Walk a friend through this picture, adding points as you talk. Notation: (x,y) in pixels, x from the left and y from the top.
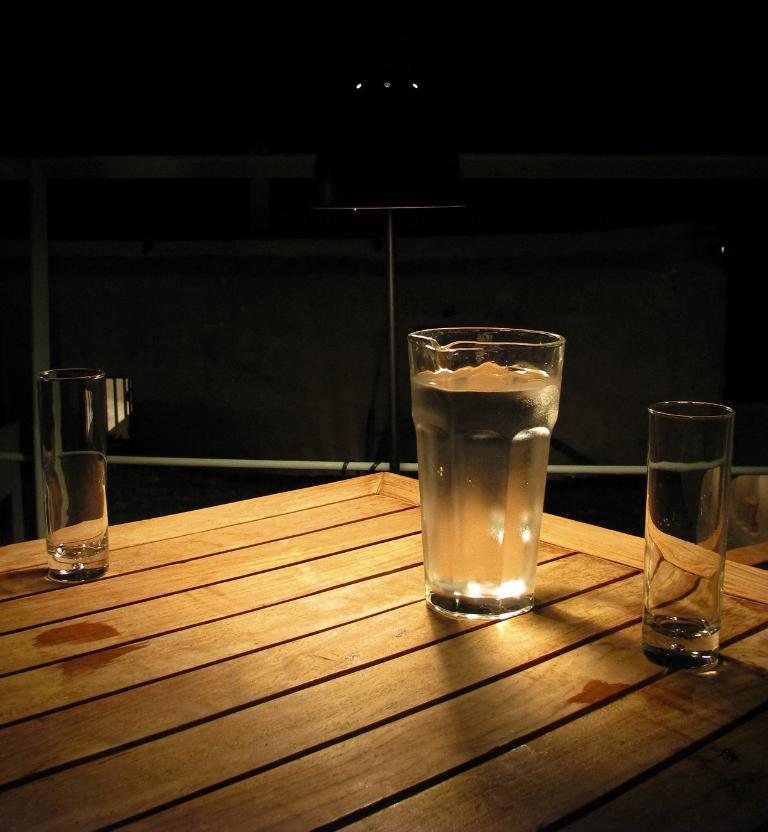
This is the picture of a table (751,603) on which there are three glasses (684,570).
